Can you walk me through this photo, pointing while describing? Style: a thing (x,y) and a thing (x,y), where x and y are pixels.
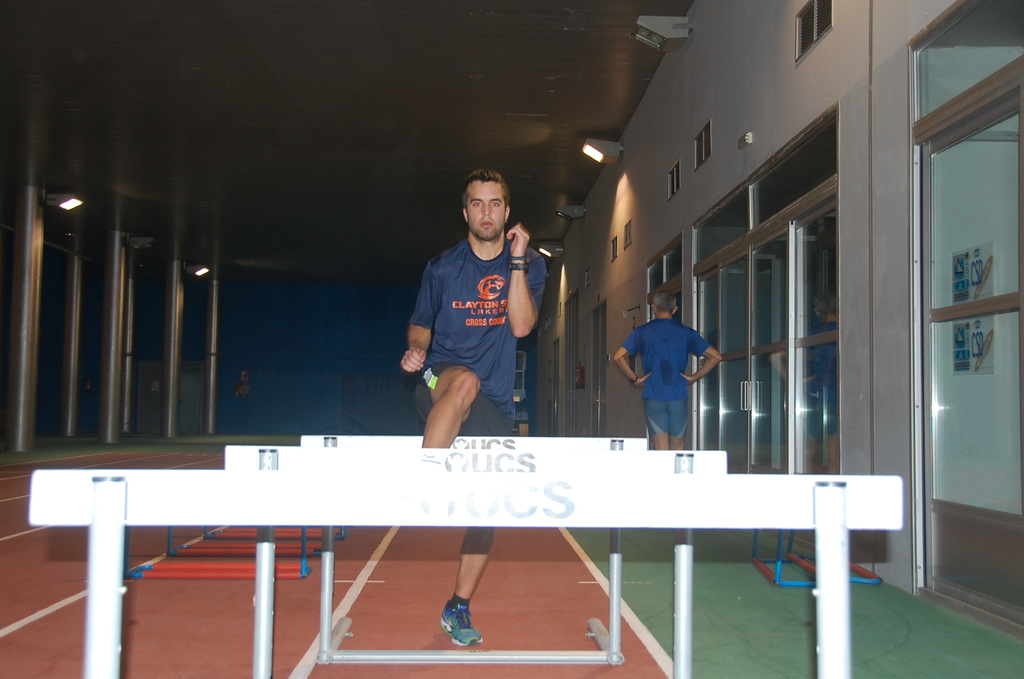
In the image in the center (484,337), we can see one person (495,295) standing. In front of him, we can see short poles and banners (473,485). In the background (720,232) there is a wall (97,319), roof (355,197), glass (993,316), poster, lights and one person (660,315) standing.
